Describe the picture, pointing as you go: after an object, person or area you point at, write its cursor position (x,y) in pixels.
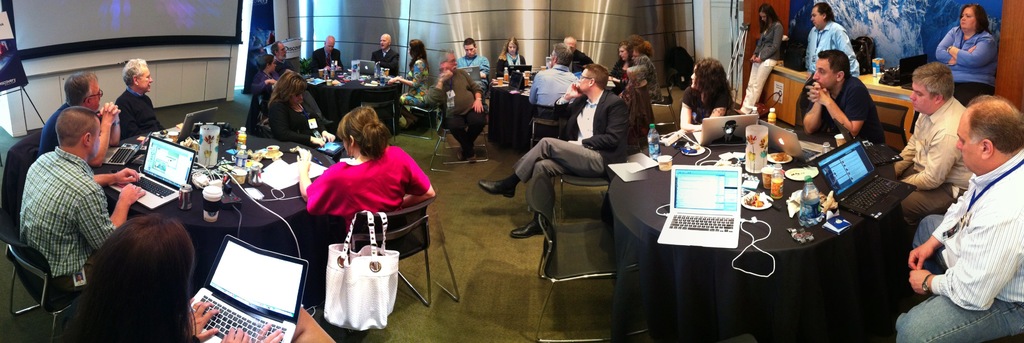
In this image we can see these people (143,237) are sitting on the chairs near the table (279,222) where laptops (179,149), bottles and few more things (228,169) are kept. Here we can see the handbag (332,307), we can see the projector screen (52,22), board (5,83) to the stand (26,93), we can see these people (988,59) standing near the table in the background (759,51).
